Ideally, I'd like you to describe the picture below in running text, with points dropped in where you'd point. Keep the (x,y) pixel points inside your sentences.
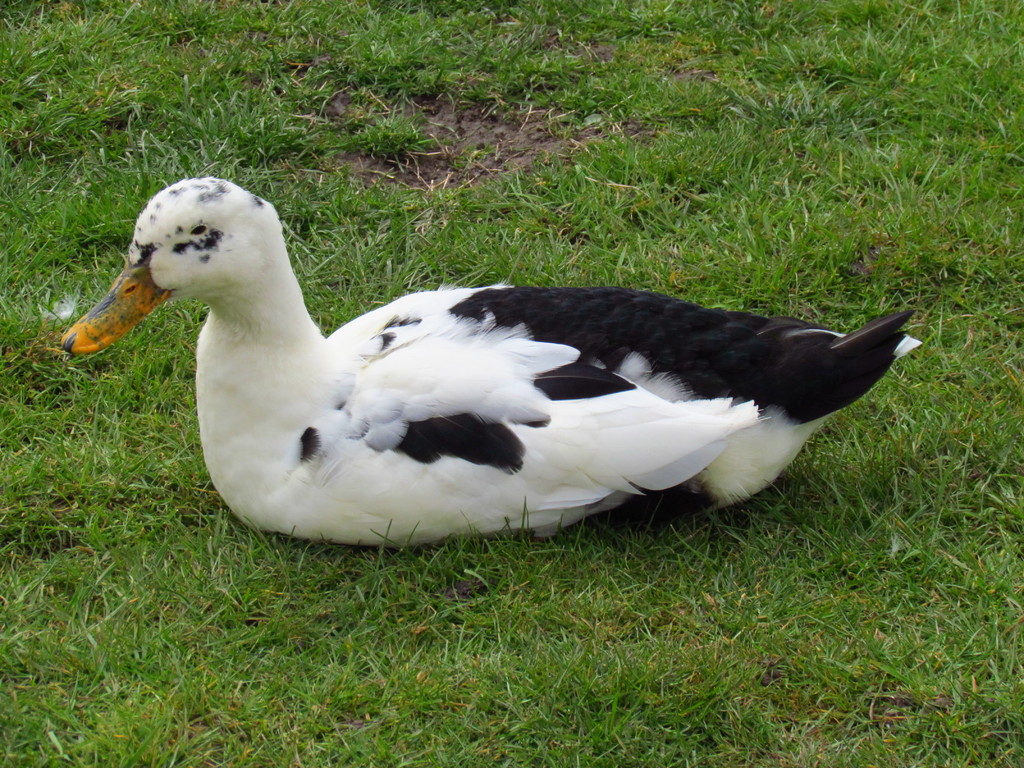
In this picture there is a white and black color duck (622,431) sitting in the grass lawn (541,563).
